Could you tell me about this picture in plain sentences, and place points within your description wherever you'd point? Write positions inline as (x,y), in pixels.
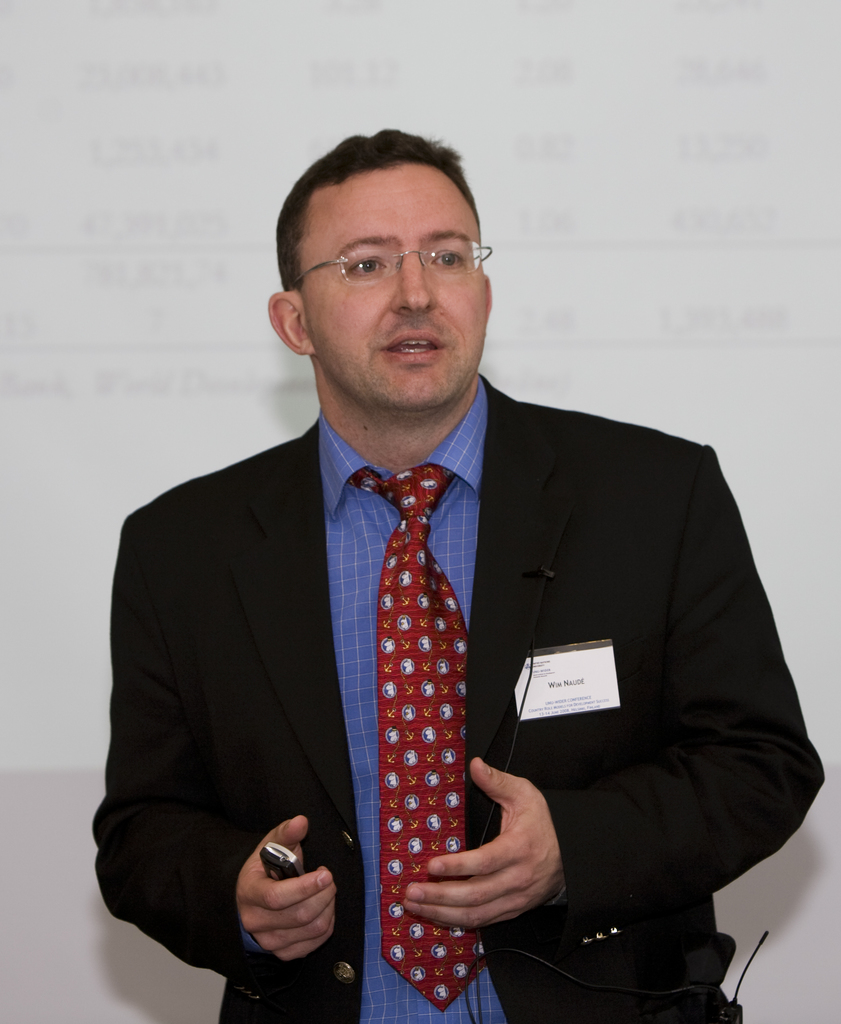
In this image in front (757,818) there is a person (296,518) holding some object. Behind him there is a screen (685,268).
